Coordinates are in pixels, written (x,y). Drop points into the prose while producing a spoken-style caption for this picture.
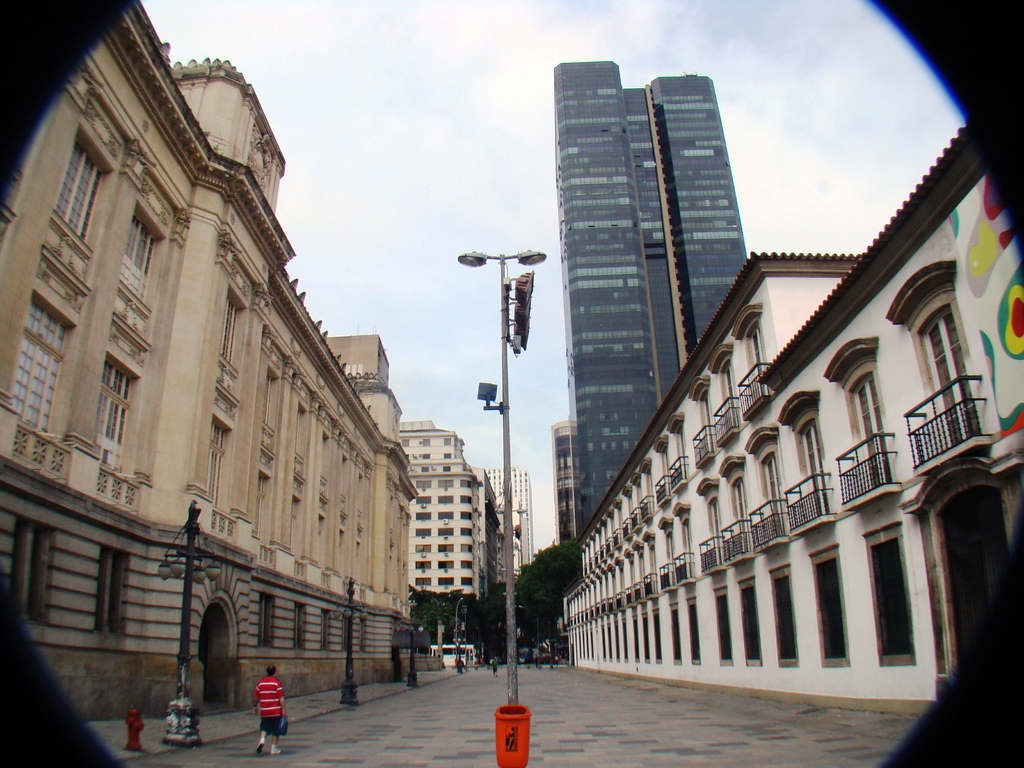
In this image there are some buildings (95,273), trees (551,553), poles (505,546), lights (537,256). And at the bottom (525,734) there is dustbin (496,710) and some people (269,693) are walking, and at the bottom of the image (472,748) there is road (732,739) and at the top (354,157) there is sky (374,100).
